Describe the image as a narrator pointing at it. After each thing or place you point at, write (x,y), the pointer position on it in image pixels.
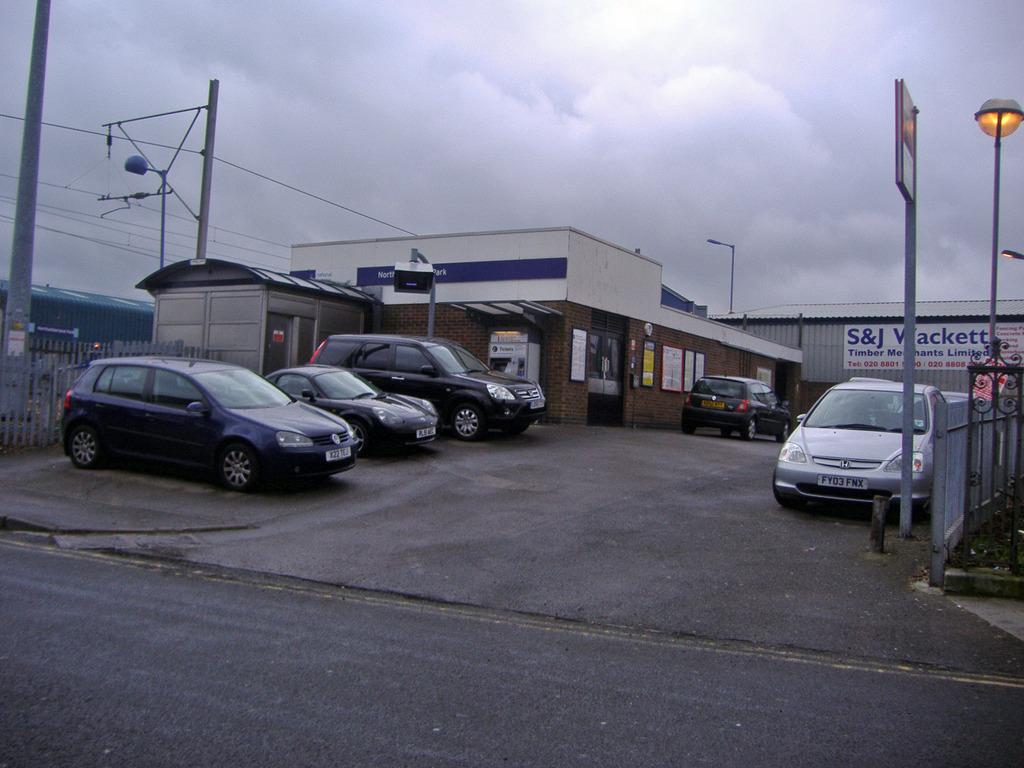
In this image, we can see cars (301,434) on the road (392,641) and in the background (767,331), there are sheds (616,326), lights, poles (434,307) along with wires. At the top (507,122), there is sky (434,130).
